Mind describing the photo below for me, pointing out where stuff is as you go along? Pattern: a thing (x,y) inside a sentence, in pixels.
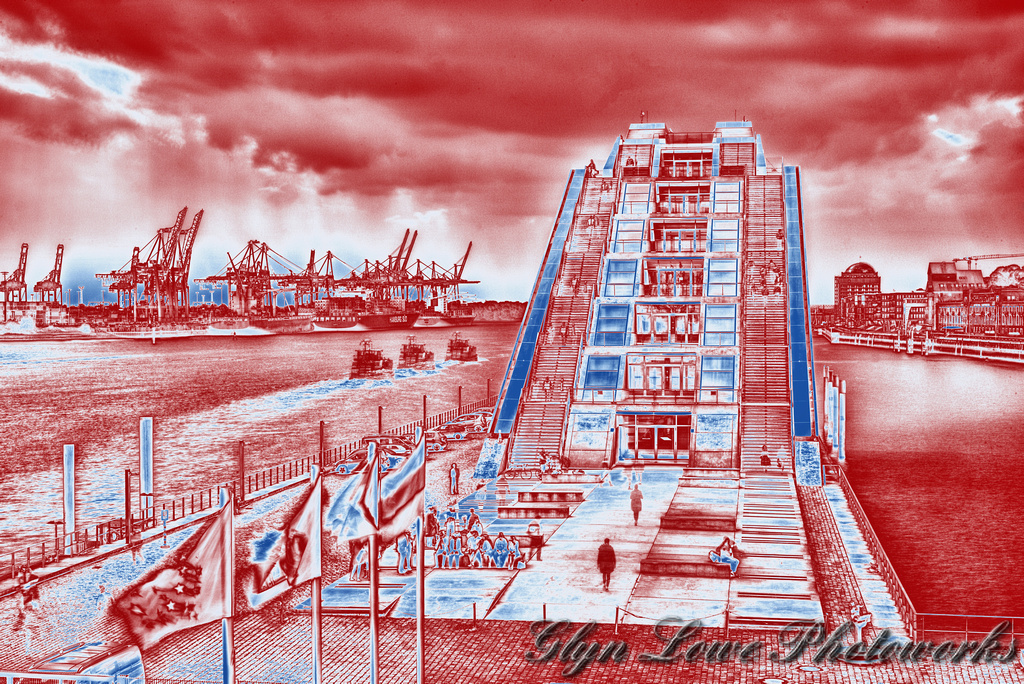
In this image we can see the edited picture, in the picture there are a few people (478,555) on the platform (585,526), there are ships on the ocean (177,411), there are flags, also we can see the sky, and the text (695,658) on the image.
